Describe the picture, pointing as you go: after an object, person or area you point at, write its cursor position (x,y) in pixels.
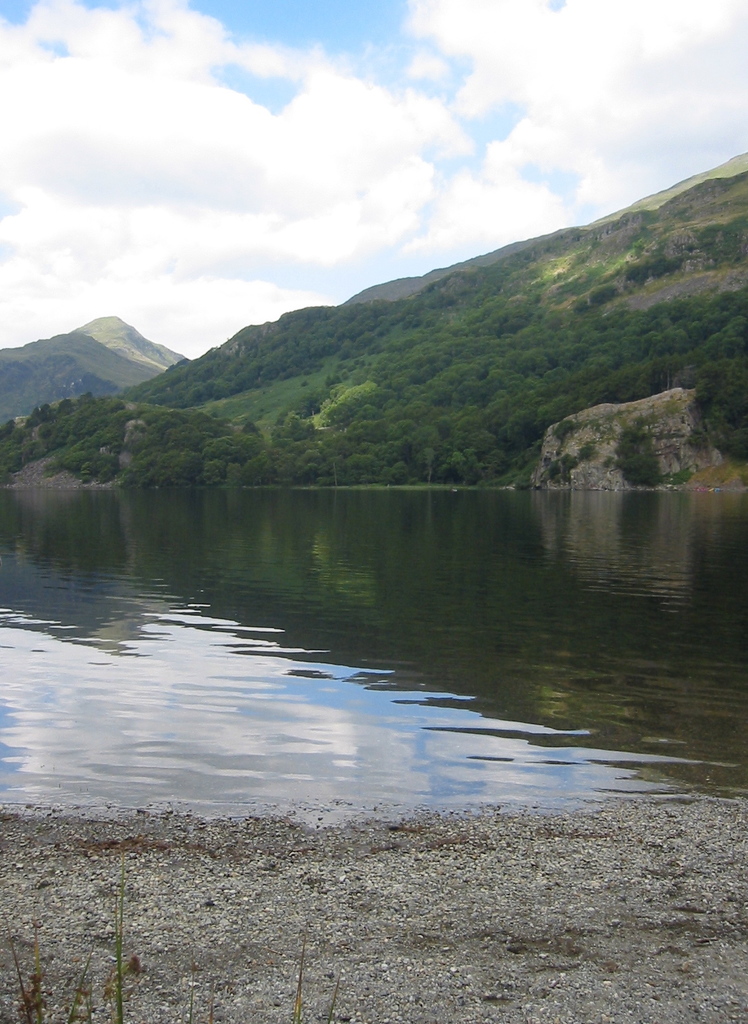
In this picture there is a beautiful view of the small water lake (276,557). Behind the lake (221,749) is a huge mountain (449,407) with many trees (423,408). Above there is a blue sky (343,241) with some clouds (600,104).
